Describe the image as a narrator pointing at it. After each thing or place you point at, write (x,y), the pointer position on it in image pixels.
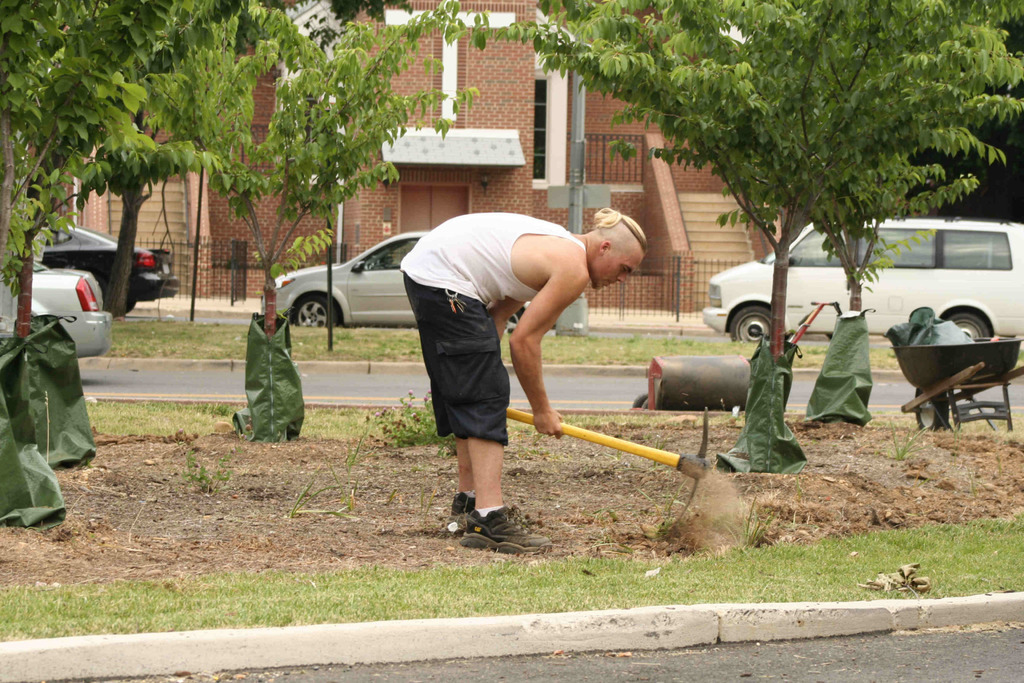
This picture shows trees (746,129) and few cars (372,303) and a van (737,309) parked and we see a building (590,112) and a man (434,278) digging the ground (670,489) with an instrument (561,429) and we see grass (780,589) on the ground (803,566) and bags (58,378) to the tree barks (271,328).
